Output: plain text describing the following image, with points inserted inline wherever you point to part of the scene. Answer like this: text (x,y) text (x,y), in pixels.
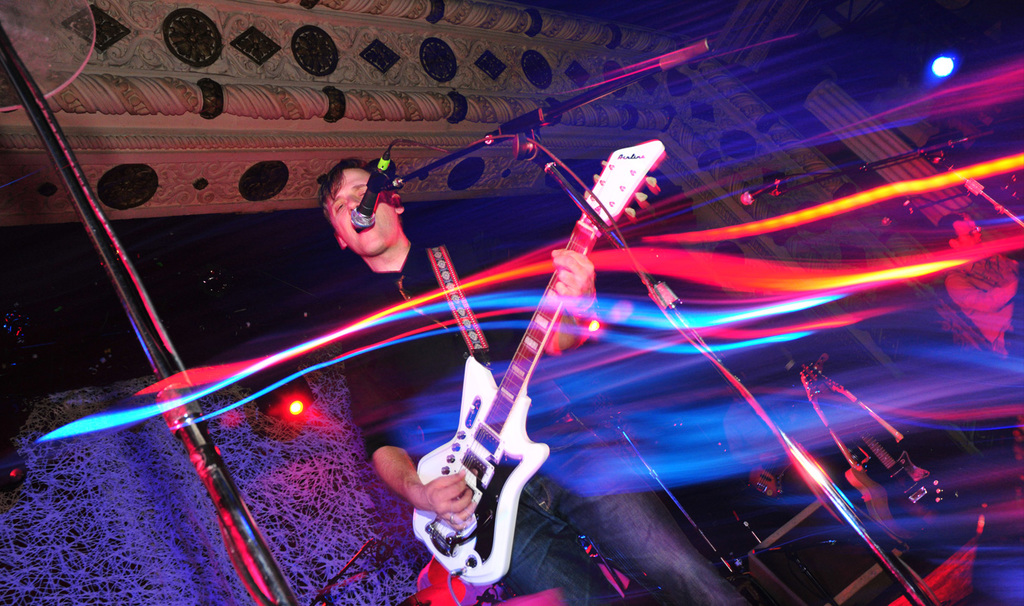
There is a person (494,333) standing and playing guitar (437,468), in front of this person (389,221) we can see microphone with stand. In the background (1011,220) we can see people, guitars (817,369), microphone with stand (872,165), pillar (879,133), light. On the left side of the image (37,111) we can see stand (181,369) and lights (45,437).
